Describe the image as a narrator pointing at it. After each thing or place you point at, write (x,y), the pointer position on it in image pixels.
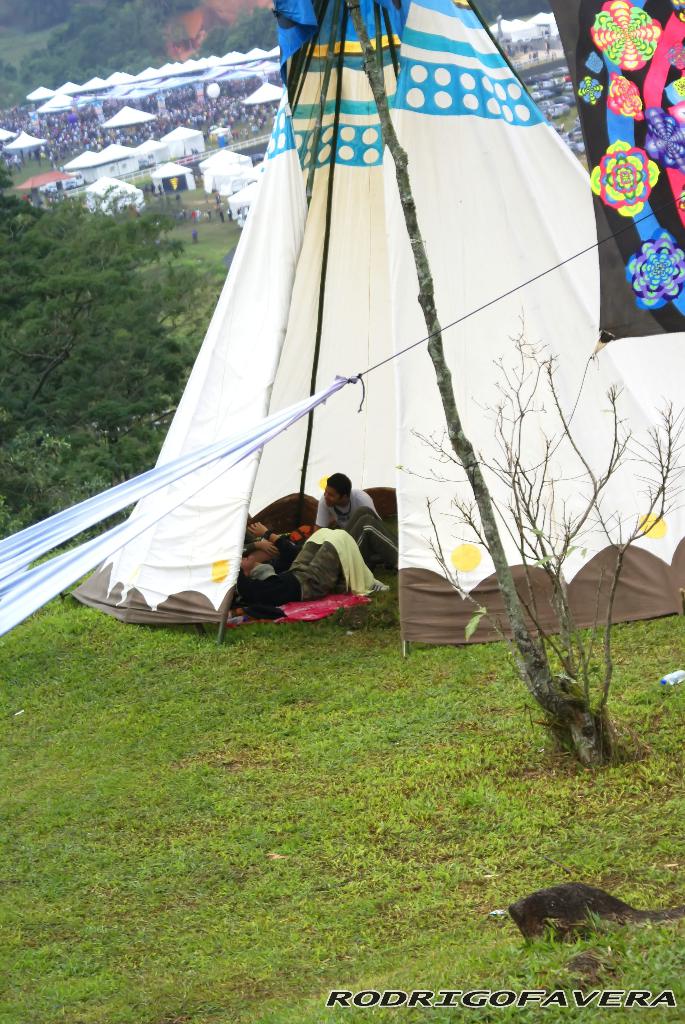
In this image there is a tree (557,687) and rock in the grass ground (449,848) at the back (619,389) there is a tent (642,340) where people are sleeping inside, at the back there are so many people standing and also there are some tents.
